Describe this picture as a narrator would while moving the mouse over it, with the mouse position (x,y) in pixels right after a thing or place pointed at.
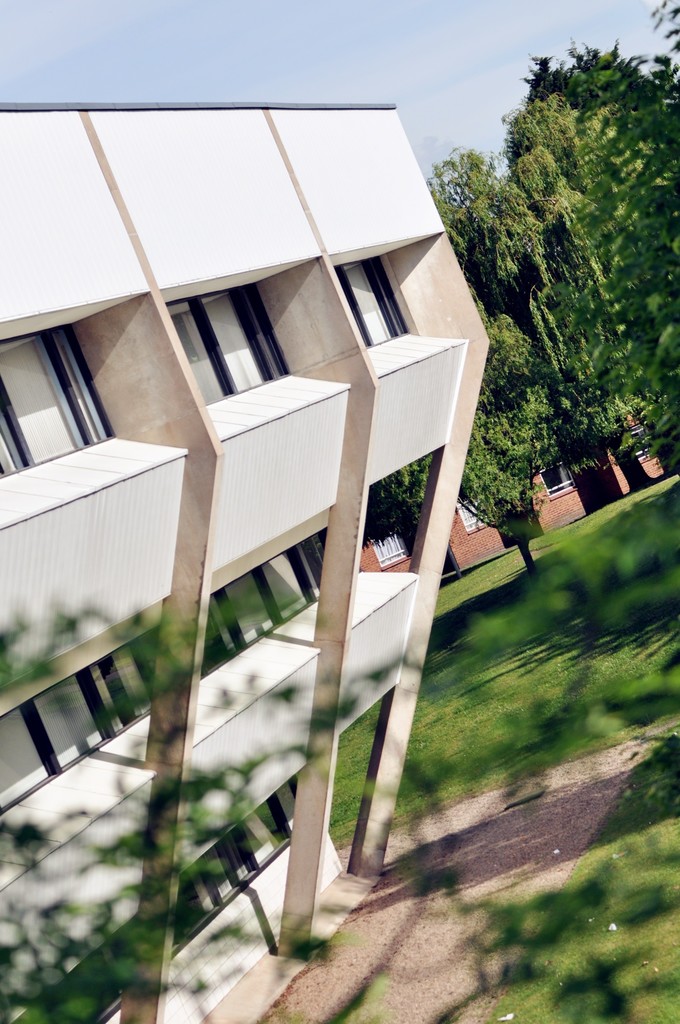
In this picture we can see yard (489,681) with trees (528,385) and buildings (242,392) and behind the buildings (392,267) there is a sky (348,83).
